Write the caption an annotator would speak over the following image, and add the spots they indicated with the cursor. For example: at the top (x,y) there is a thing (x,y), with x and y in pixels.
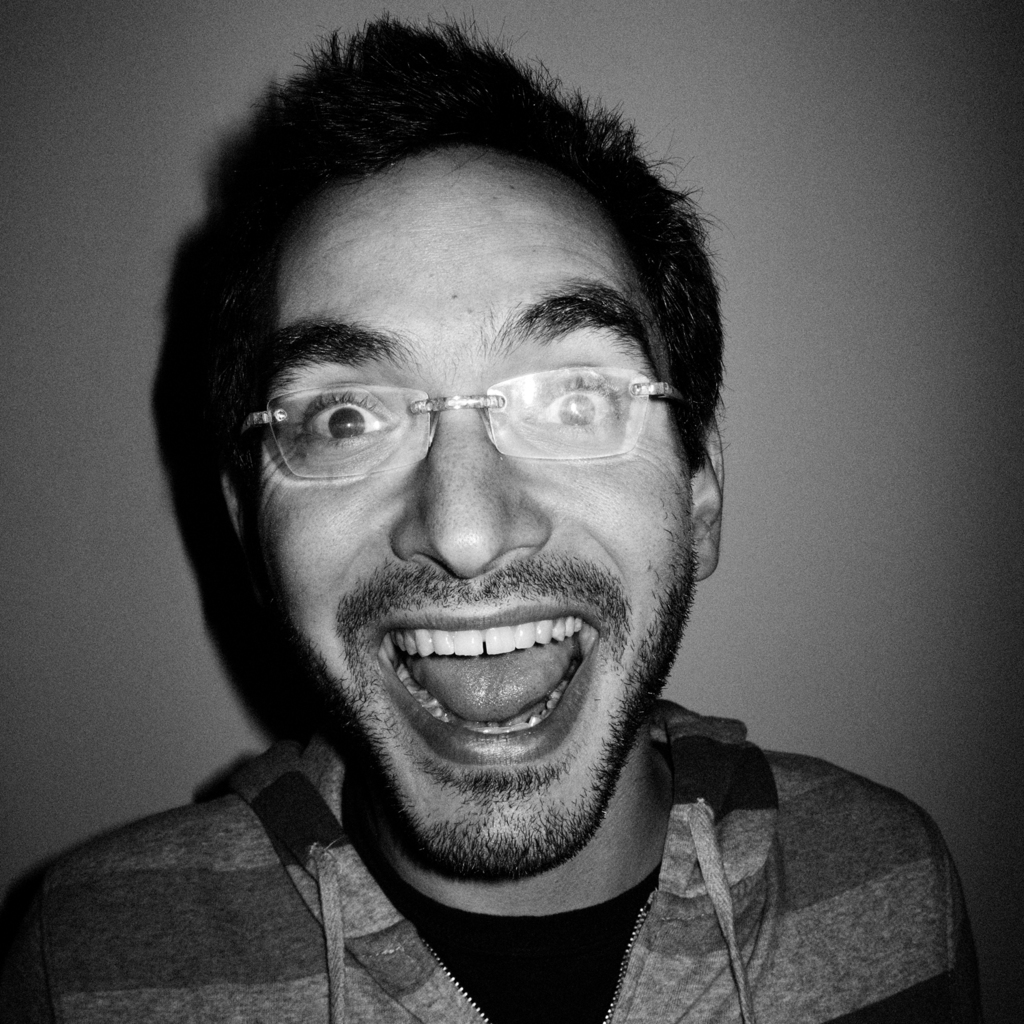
As we can see in the image there is a man (445,385) wearing spectacles (484,413) and jacket (262,916). Behind him there is a wall (110,333).
